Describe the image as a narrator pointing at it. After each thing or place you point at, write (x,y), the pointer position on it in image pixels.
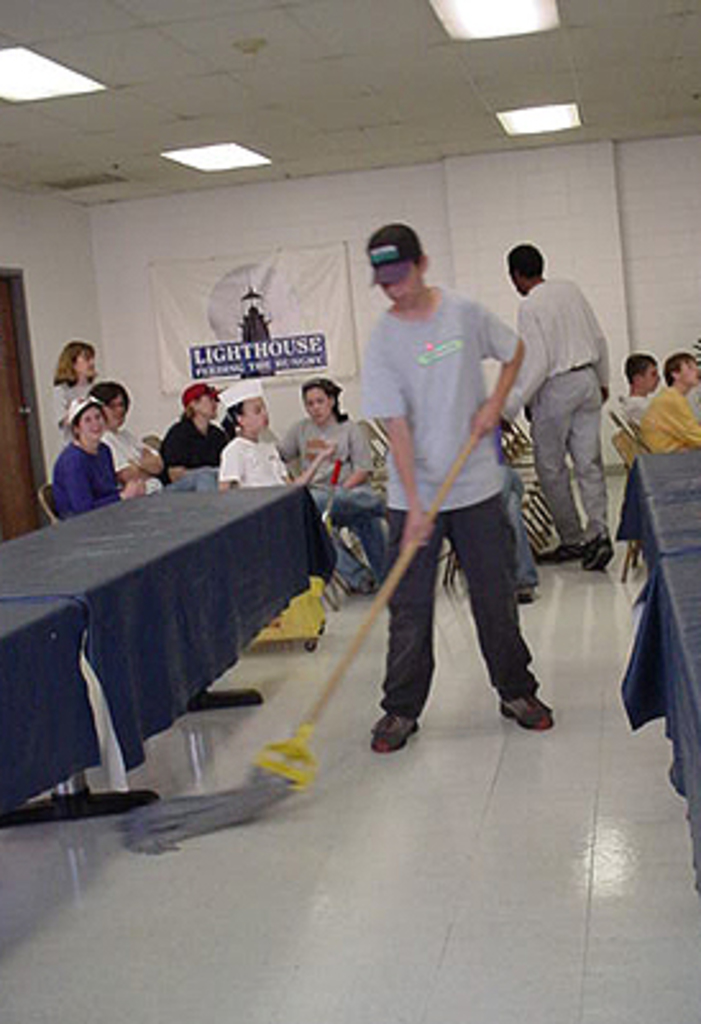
In the center of the image (400,344) we can see a man (430,631) cleaning the floor (430,885). In the background (648,406) we can see few people (637,403) sitting on the chairs (610,413). Image also consists of tables (261,515) which are covered with clothes (137,546). At the top (297,119) there is ceiling (391,112) with the lights (165,156). In the background (269,310) we can see a banner (285,295) attached to the wall (185,205). There is also door (18,440) visible in this image.
